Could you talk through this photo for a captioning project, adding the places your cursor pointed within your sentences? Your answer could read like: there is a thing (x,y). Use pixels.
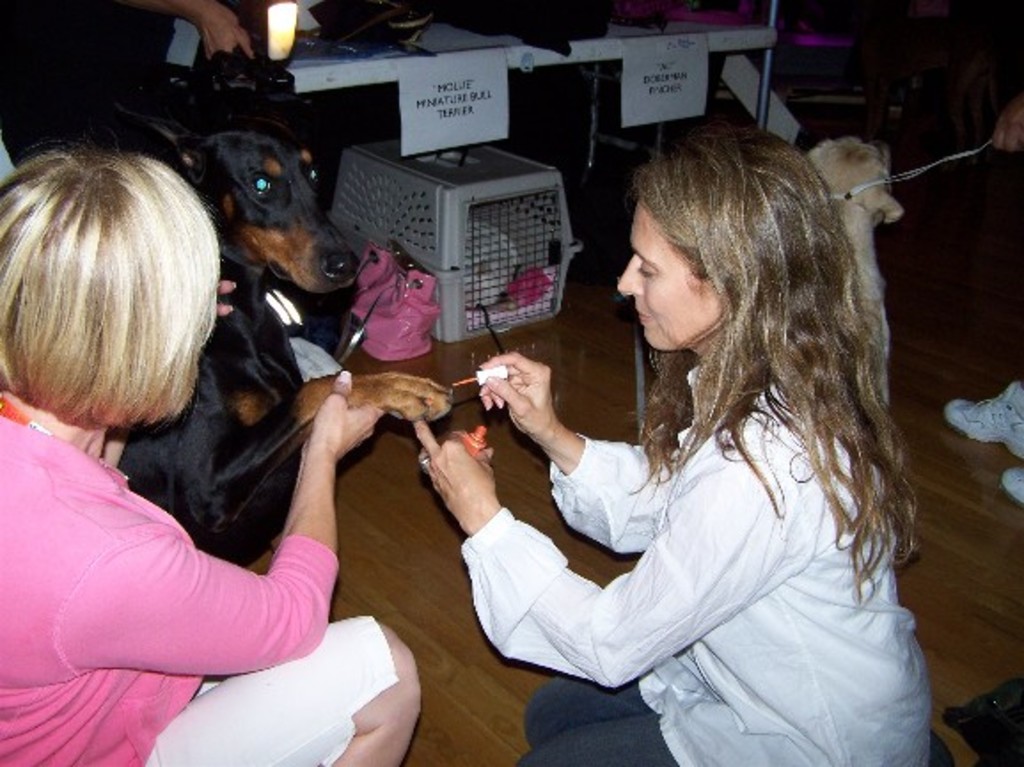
In this picture a lady (545,427) is painting the nail (447,391) of the black dog (243,397) and another lady (77,433) is wearing pink dress (85,592) is helping the dog (297,462). In the background (454,118) we observe a dog container (494,179) and labels (680,63) on top of it.
